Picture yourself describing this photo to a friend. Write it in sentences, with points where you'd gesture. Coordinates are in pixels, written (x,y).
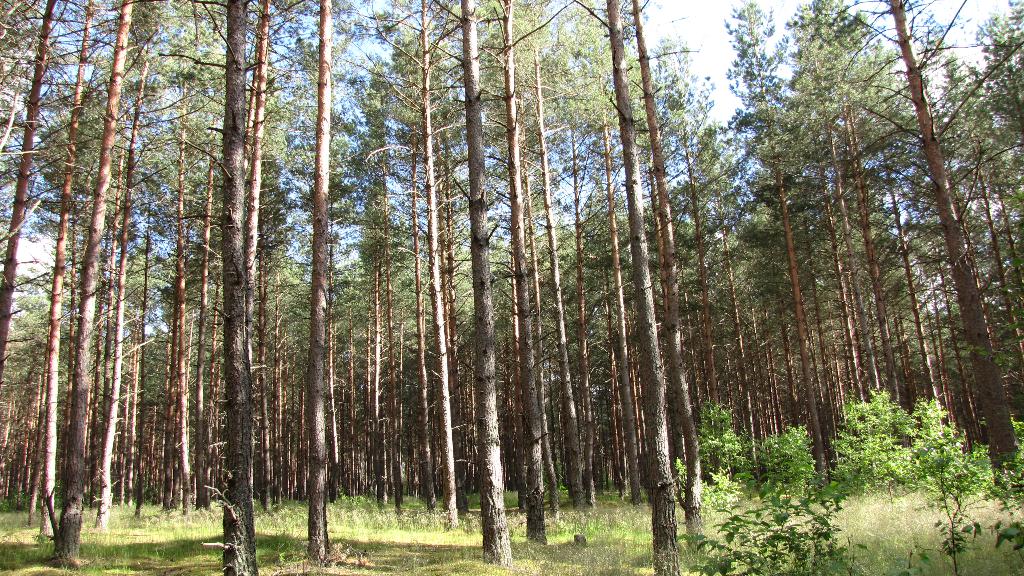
In this image I see the grass (282,544) and number of plants (800,555) and I see number of trees (336,279). In the background (742,107) I see the clear sky (720,5).
